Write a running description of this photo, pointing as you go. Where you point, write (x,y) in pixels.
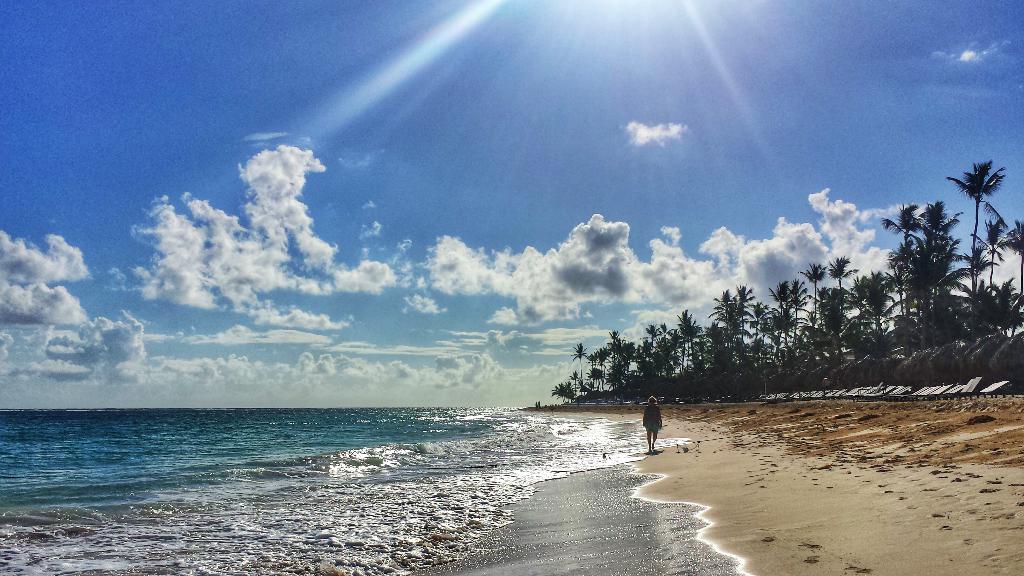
In this image we can see a person (658,413) standing on the sea shore (812,408), there are some trees (853,317) and boards (866,393), in the background (309,328) we can see the sky (298,329) with clouds (291,315).
